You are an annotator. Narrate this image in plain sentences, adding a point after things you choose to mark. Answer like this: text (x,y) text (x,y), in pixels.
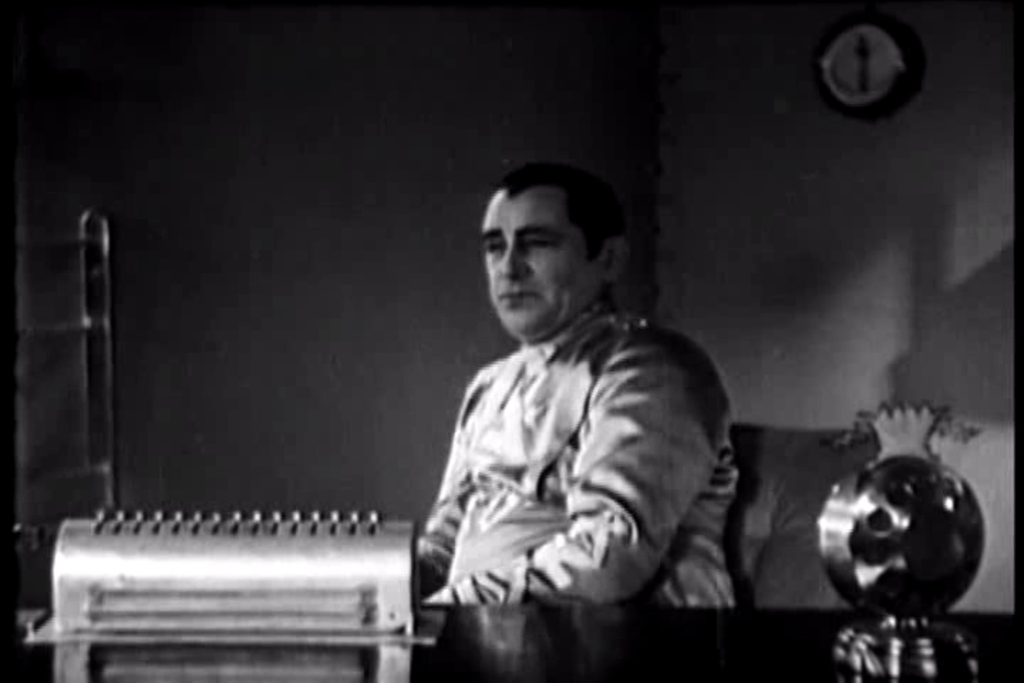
In the image in the center (609,362) we can see one person (584,454) sitting on the chair (766,510). In front of him, we can see a table (569,649). On table (586,662), we can see black color object (838,542) and white color machine (274,557). In the background (396,322) there is a wall (840,163) and wall clock (901,103).
